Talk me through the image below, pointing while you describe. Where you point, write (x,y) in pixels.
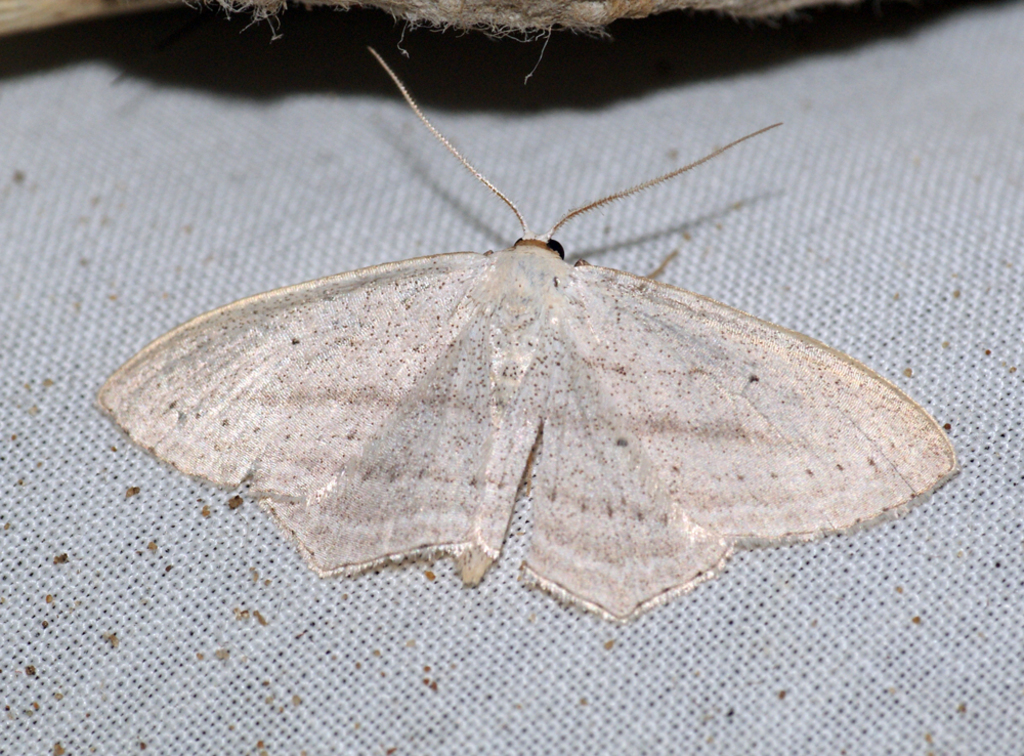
This is the image of an insect (154,402) in the foreground (291,336). And the bottom surface (502,614) is white color.
